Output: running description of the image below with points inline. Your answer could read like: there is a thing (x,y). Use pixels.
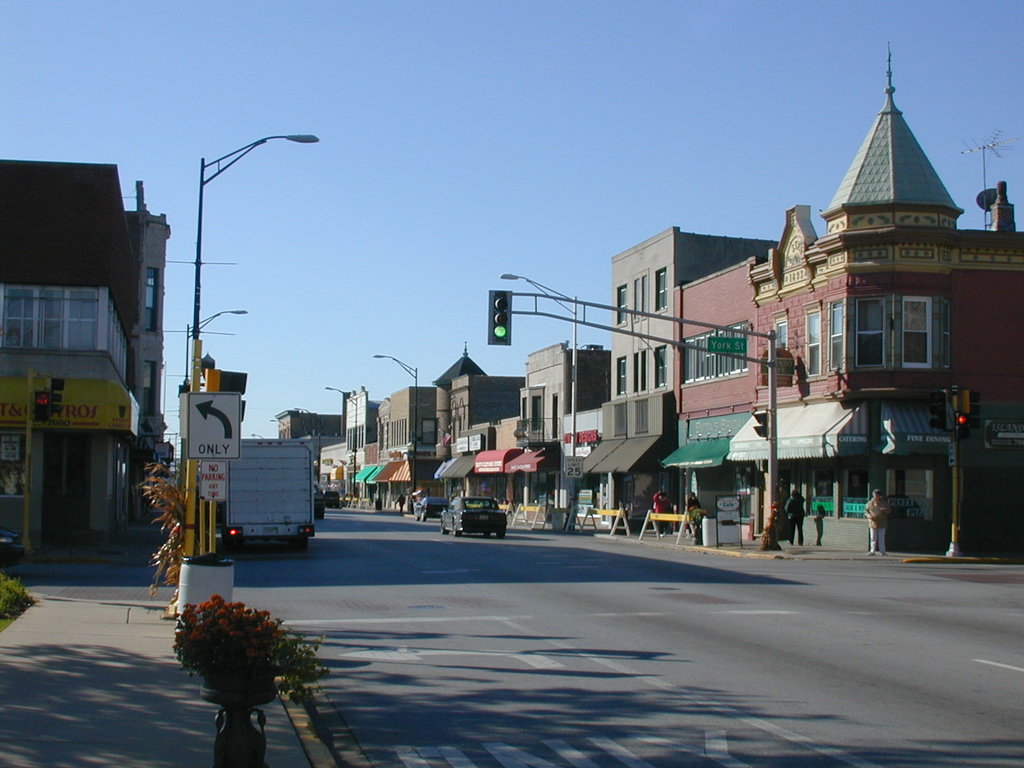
In this picture we can see the buildings (803,288), windows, tents (697,444), benches (644,514), vehicles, boards (567,462), traffic lights (504,338), poles (576,359), lights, some persons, plants (173,539). At the bottom of the image (562,652) we can see the road (614,705), pot (235,746), plants (231,637), flowers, footpath (125,632). At the top of the image (699,101) we can see the sky (295,225).
